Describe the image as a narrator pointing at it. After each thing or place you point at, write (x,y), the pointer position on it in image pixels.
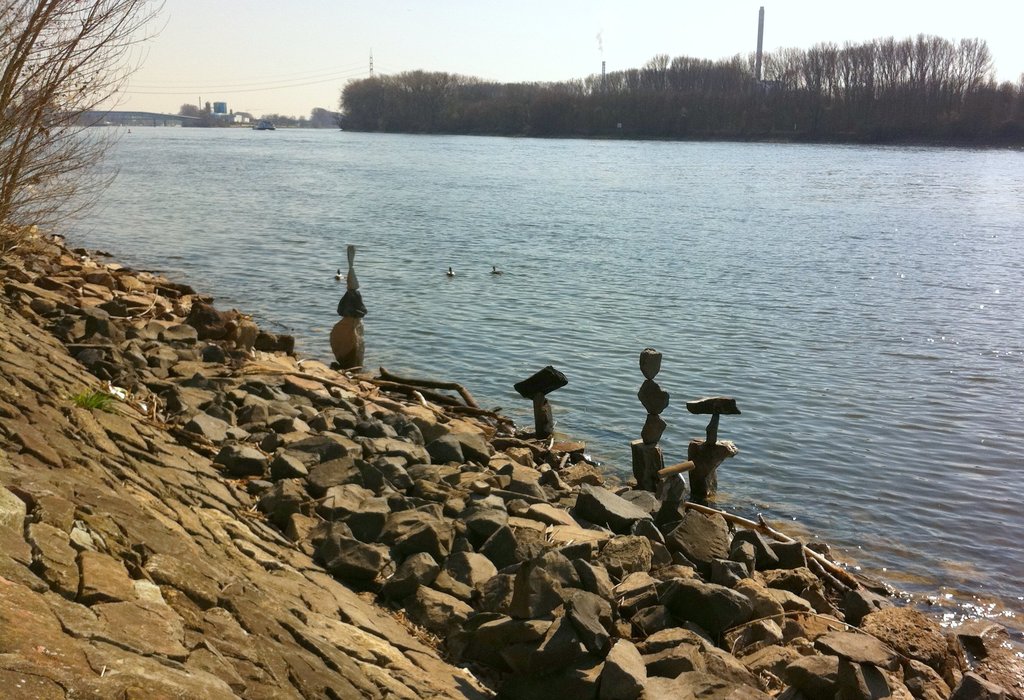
In this picture we can see the river water (612,214) in the middle of the image (507,276). Behind we can see some dry trees (563,119) and in the front (360,425) bottom side we can see some stones (301,563). On the top (356,29) we can see the sky (279,105).
